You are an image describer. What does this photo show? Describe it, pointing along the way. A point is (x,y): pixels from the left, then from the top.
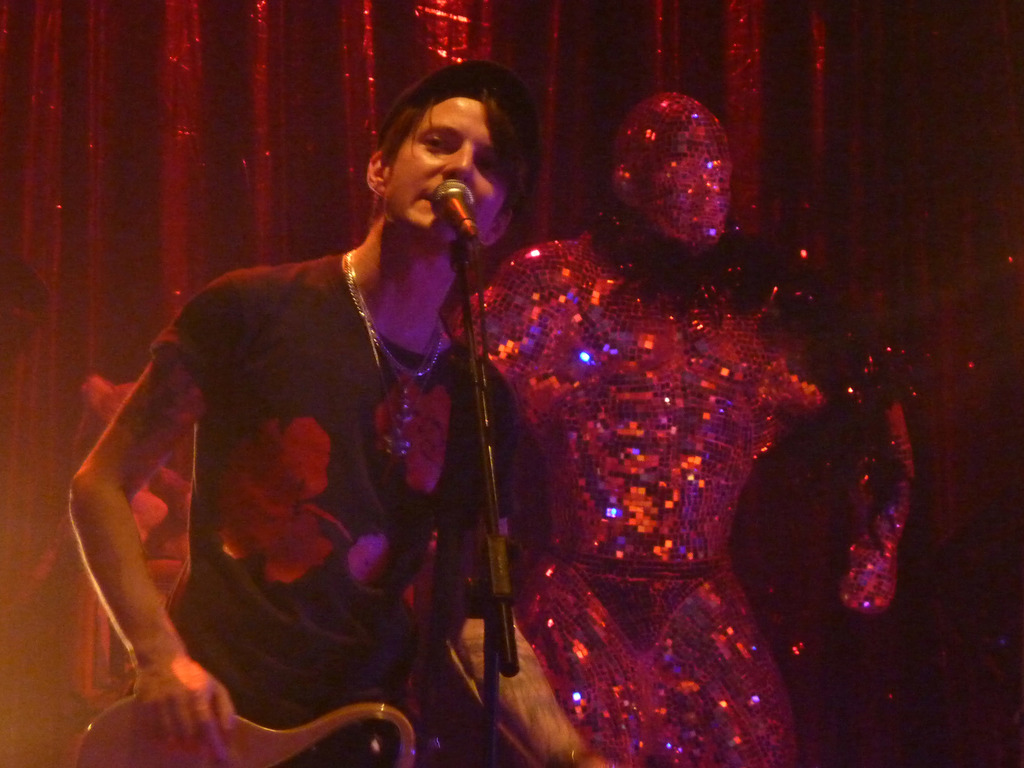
In the middle of the image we can see a microphone (466,189). Behind the microphone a person (281,318) is standing and holding a guitar (225,756). Behind him there is a statue (677,300) and cloth (319,5).
